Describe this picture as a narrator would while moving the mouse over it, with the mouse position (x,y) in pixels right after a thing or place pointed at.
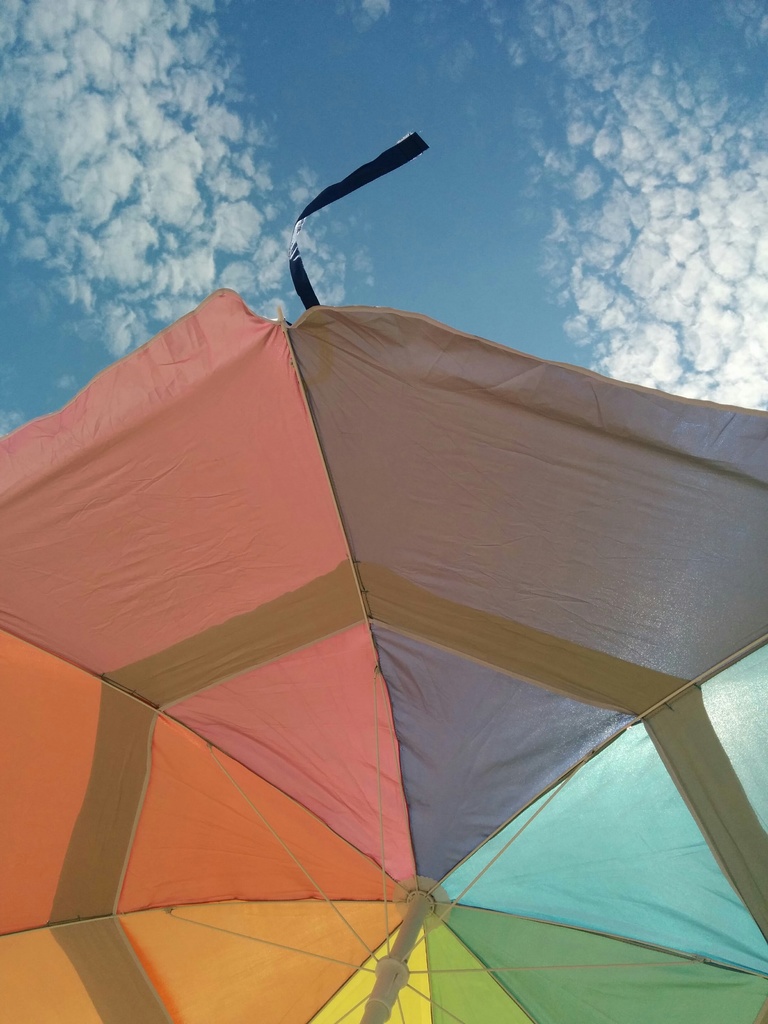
In this image we can see a parasol (352,736). In the background (430,111) there is sky (223,121).
